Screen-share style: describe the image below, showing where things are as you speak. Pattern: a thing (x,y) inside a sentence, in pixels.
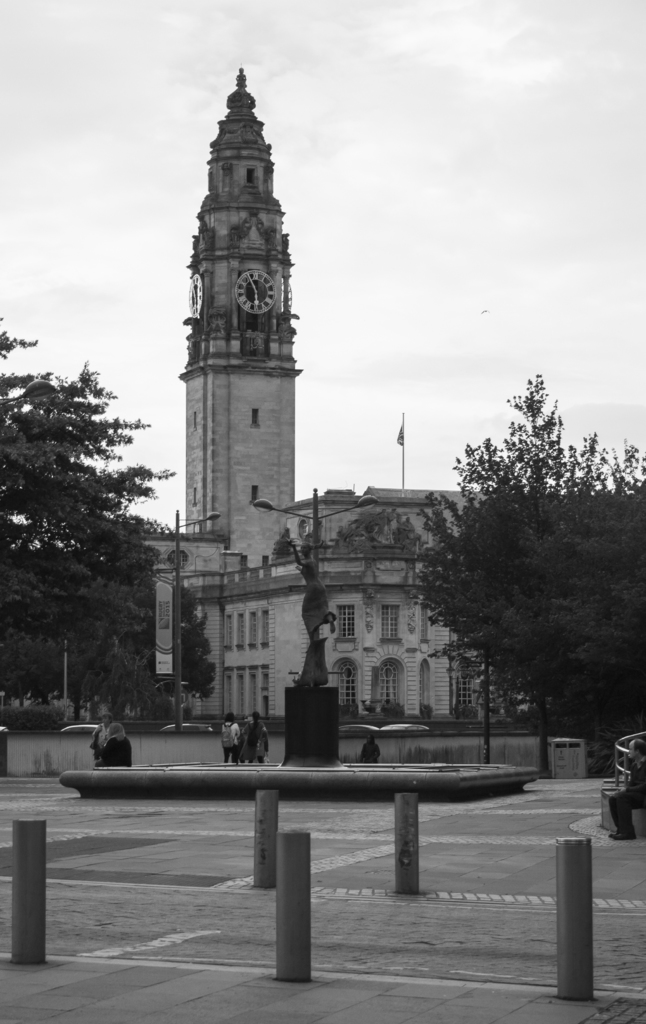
In the foreground of this image (476,895), there are few bollards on the pavement (334,918), a statue (319,624), few persons (639,753) sitting and standing, poles (315,506), trees (191,593), flag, building (280,356) and the cloud (478,176).
